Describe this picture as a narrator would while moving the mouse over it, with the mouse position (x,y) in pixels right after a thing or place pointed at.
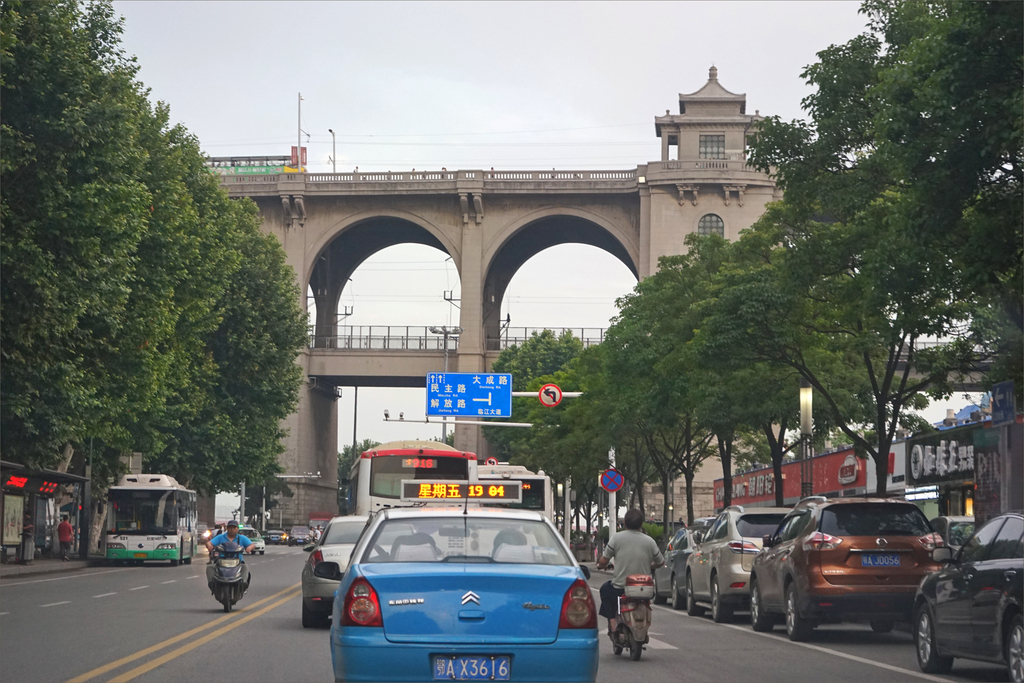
On the left (102,276) there are trees (161,406), vehicles (135,522) and bus stop (60,485). In the center of the picture (402,449) it is road (284,594), on the road (245,649) there are vehicles (436,477), sign board (447,416), street light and poles (444,355). On the right (782,551) there are cars (945,554), buildings (851,462) and trees (980,251). In the center of the background (644,226) there is a construction (425,225). Sky (513,88) is cloudy.
